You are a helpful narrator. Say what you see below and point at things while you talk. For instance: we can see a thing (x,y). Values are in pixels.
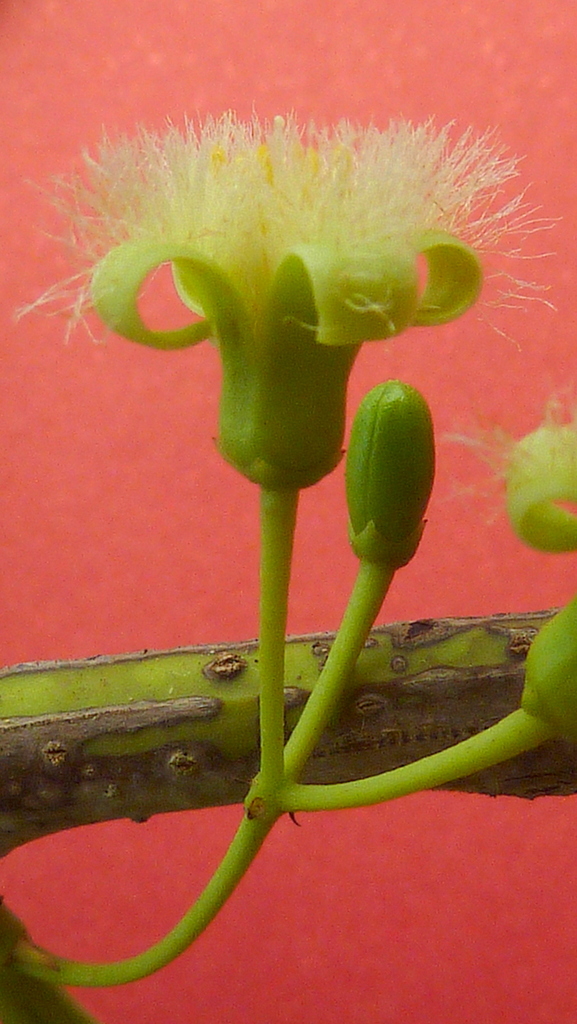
This picture consists of a flowering plant (334,756) and a colored background (358,912). I think this picture might be taken during a day.
